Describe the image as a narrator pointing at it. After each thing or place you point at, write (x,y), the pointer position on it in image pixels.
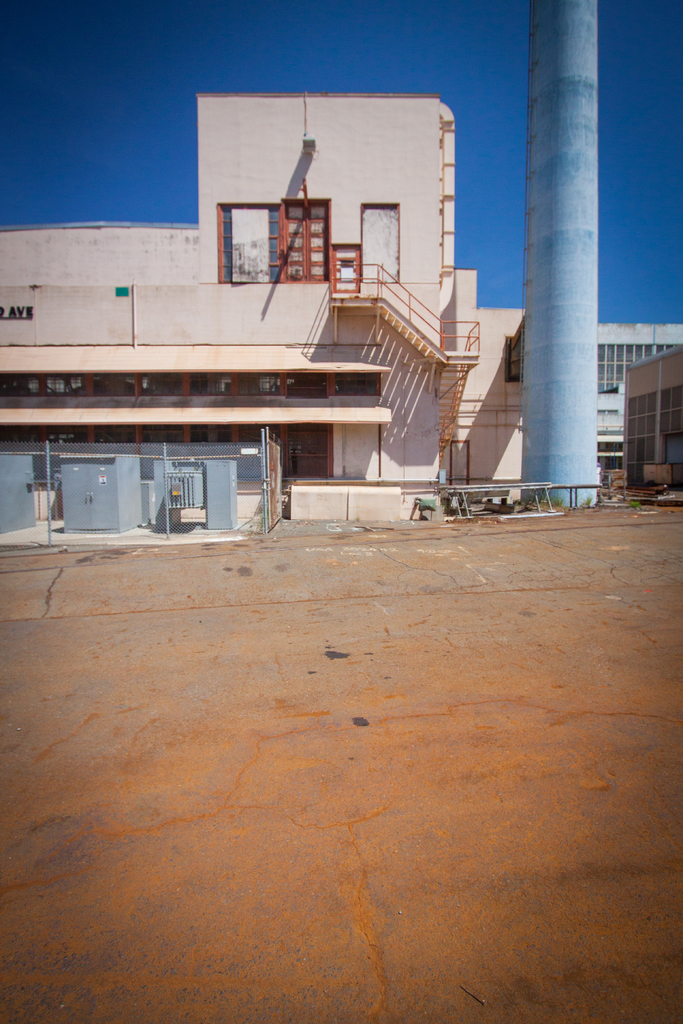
In this picture we can see a ground (170,698), buildings (166,301), tower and some objects (259,493) and we can see sky (237,24) in the background (666,17).
